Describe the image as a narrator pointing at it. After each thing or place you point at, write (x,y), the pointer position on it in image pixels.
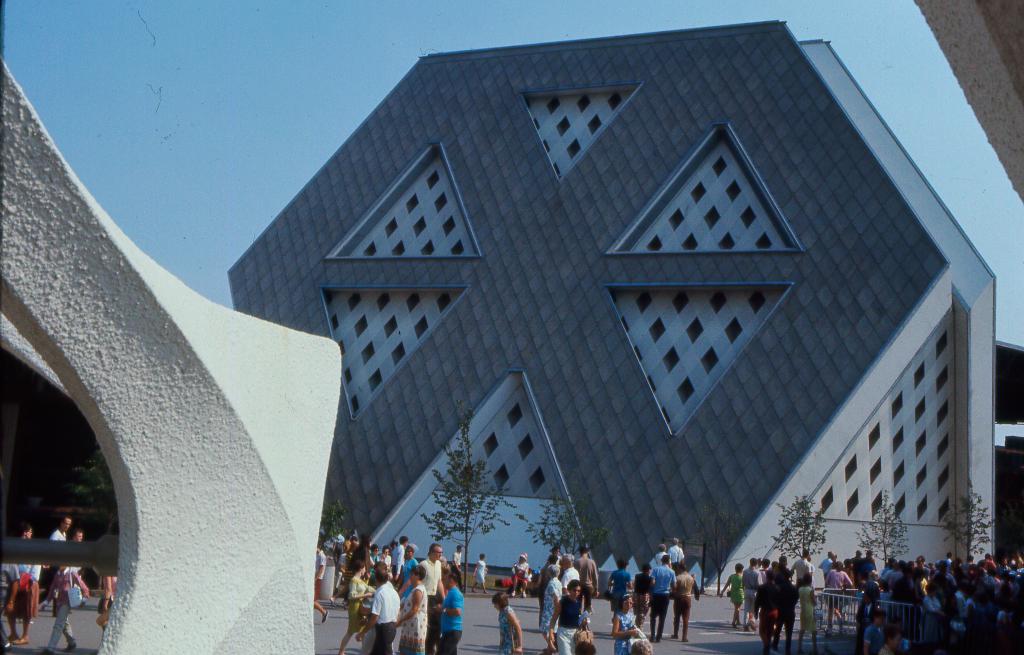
In this image in the center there are group of persons (379,604) walking and standing and in the background (469,504) there are plants (581,521), there is a building (707,362). On the left side (190,471) in the front (198,516) there is a wall (196,532).
